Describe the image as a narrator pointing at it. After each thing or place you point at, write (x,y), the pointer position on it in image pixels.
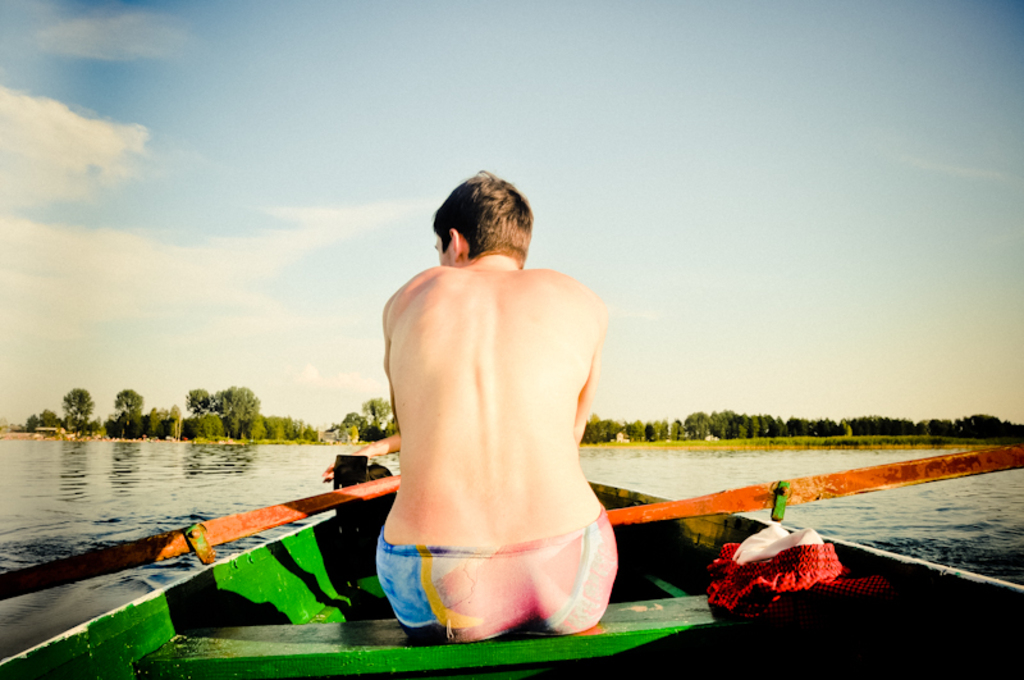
In the center of the image (450,243) a person (543,364) is sitting on a boat (463,659) and we can see sticks (813,496), cloth (721,554). In the background of the image (617,470) we can see water (663,485), trees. At the top of the image (295,128) we can see the clouds (226,252) are present in the sky (418,206).
